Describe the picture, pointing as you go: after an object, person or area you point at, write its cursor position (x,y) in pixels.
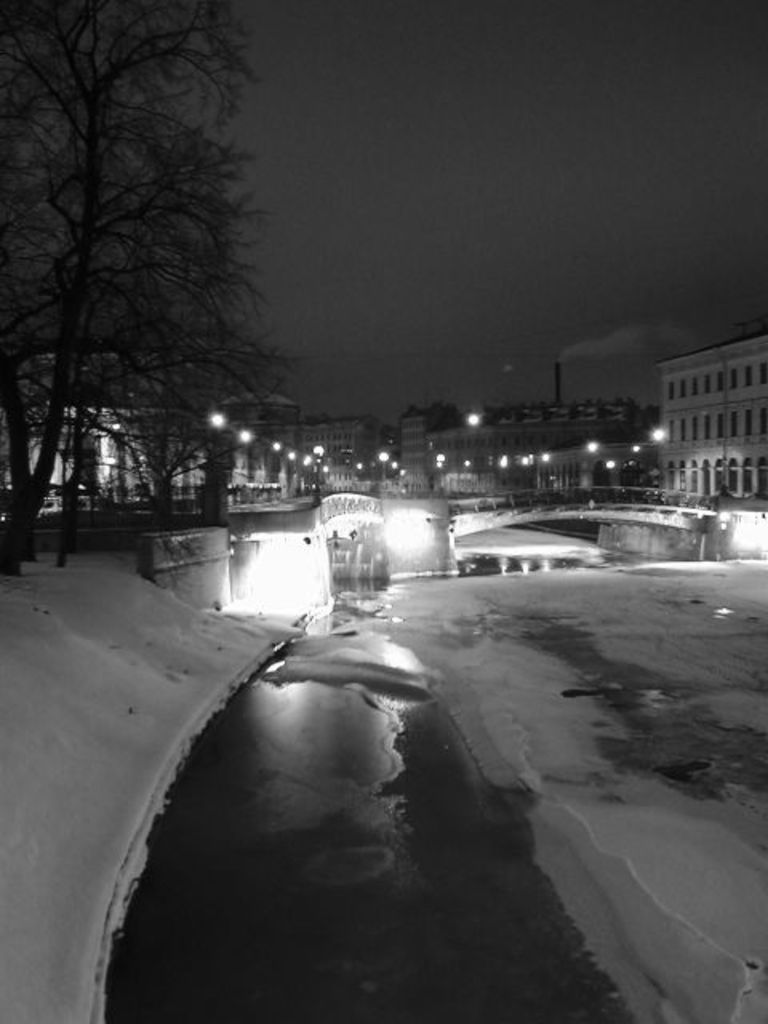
In this picture we can see a bridge (449,527), water (267,863) and ice (610,659). In the background of the picture (376,451) we can see buildings (260,482), lights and trees (173,185). At the top of the image (429,208) there is the sky (465,219).
